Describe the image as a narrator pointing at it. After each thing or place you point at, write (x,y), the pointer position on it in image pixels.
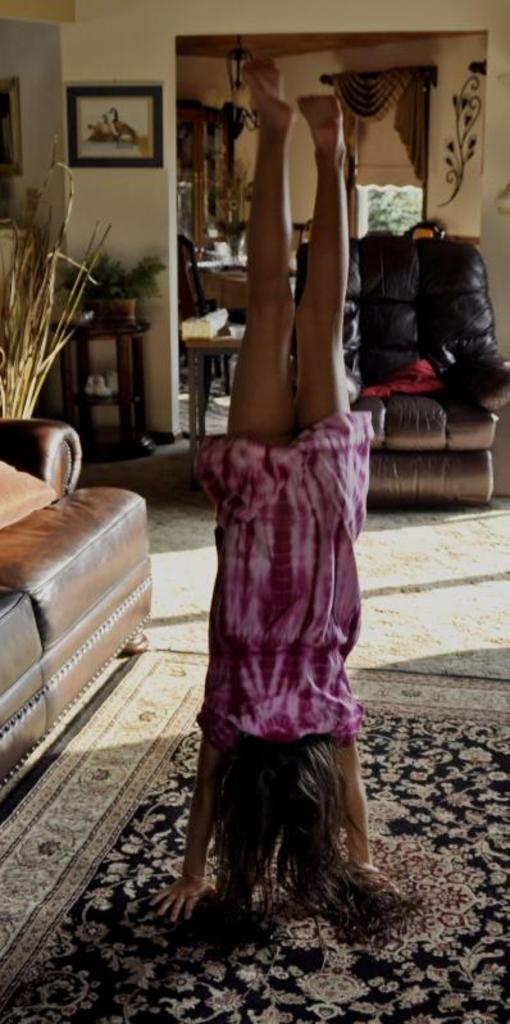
This picture describe about the in side view of the living room (300,280) in which one small girl (307,648) wearing pink dress (317,589) is doing gymnastic. On the behind we can see big black recliner sofa (428,434), brown color curtains (422,129), On the Left side (113,138) we can see photo frame (120,143) on the wall (124,212) and a plant pot (120,313) on the table (122,379).
